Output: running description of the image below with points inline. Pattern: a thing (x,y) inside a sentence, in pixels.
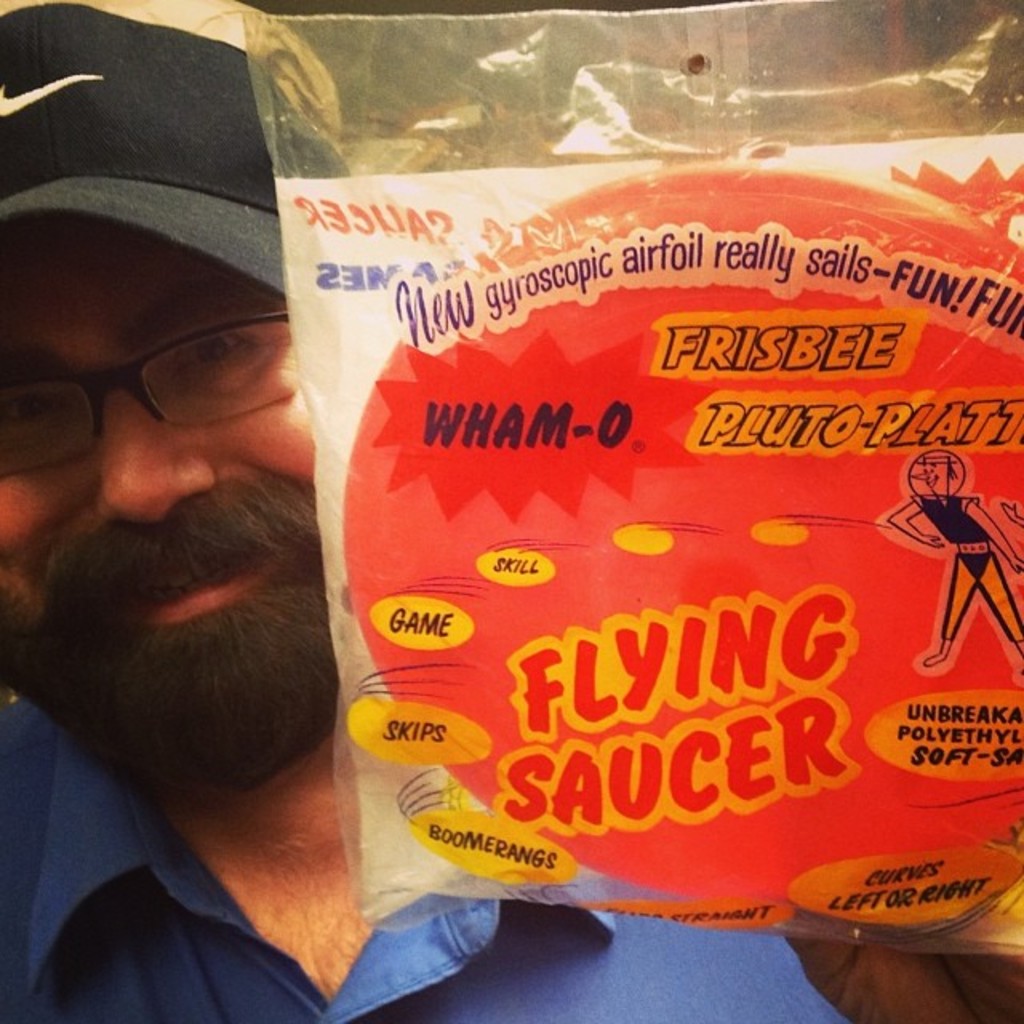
In this image in front (24,149) there is a person (651,941) holding the packet (588,462).
